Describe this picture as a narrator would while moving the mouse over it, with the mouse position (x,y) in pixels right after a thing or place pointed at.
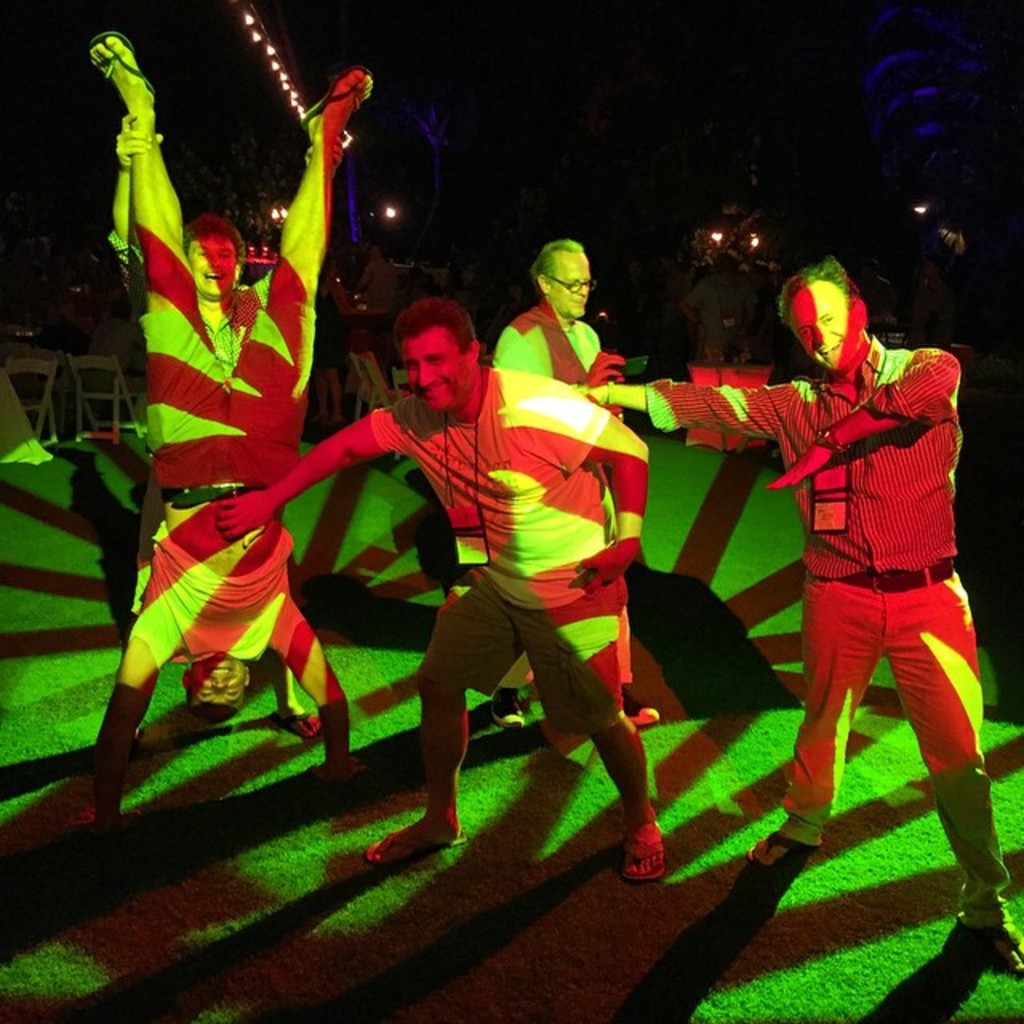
In this picture, we see the people (922,581) are standing and they might be performing. All of them are smiling. At the bottom (295,691), we see the grass (342,475). On the left side (196,363), we see a man (228,332) is holding the legs (254,407) of a man (259,603). Behind them, we see the chairs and the table (753,376). In the background (717,238), we see the trees (762,236) and street lights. At the top (600,113), it is black in color. This picture might be clicked in the dark.
